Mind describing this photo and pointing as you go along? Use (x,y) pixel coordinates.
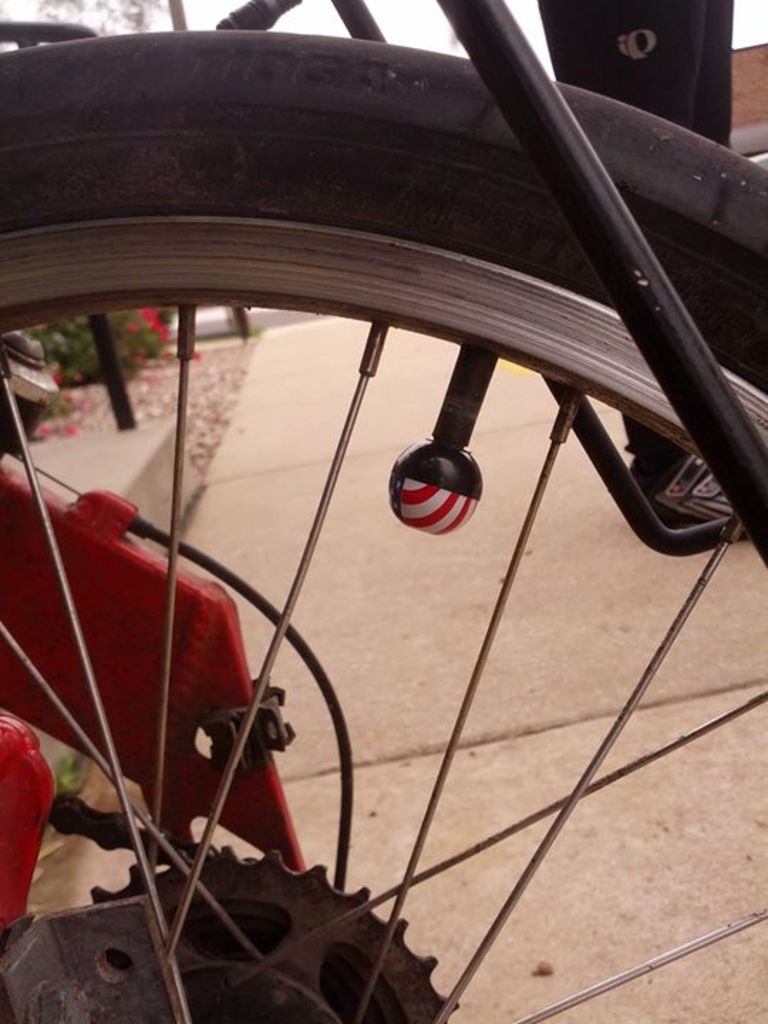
In this image there is the sky (379,26) towards the top of the image (405,27), there is an object (71,30) towards the top of the image (177,1), there is an object (748,80) towards the right of the image (743,101), there is a plant (128,341), there is a bicycle wheel (230,305).
